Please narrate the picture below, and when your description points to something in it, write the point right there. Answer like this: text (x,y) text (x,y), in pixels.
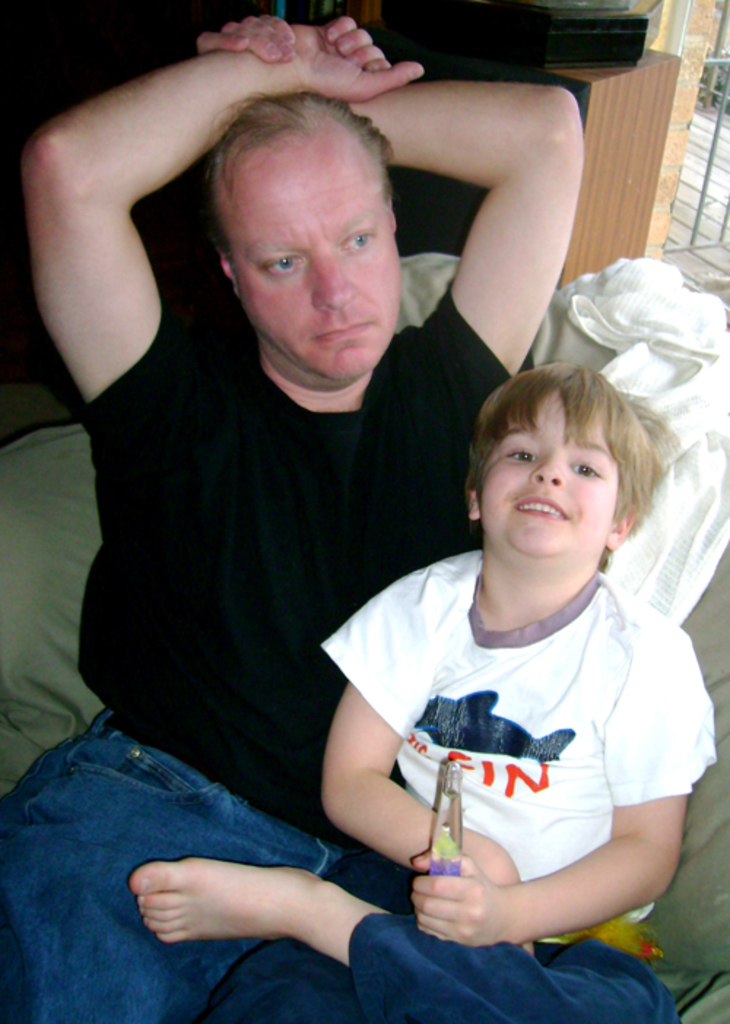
In this image, we can see people (321,451) sitting on the sofa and one of them is holding an object (446,857). In the background (522,66), there is an object (567,49) on the stand (599,222) and we can see a railing (701,211).
